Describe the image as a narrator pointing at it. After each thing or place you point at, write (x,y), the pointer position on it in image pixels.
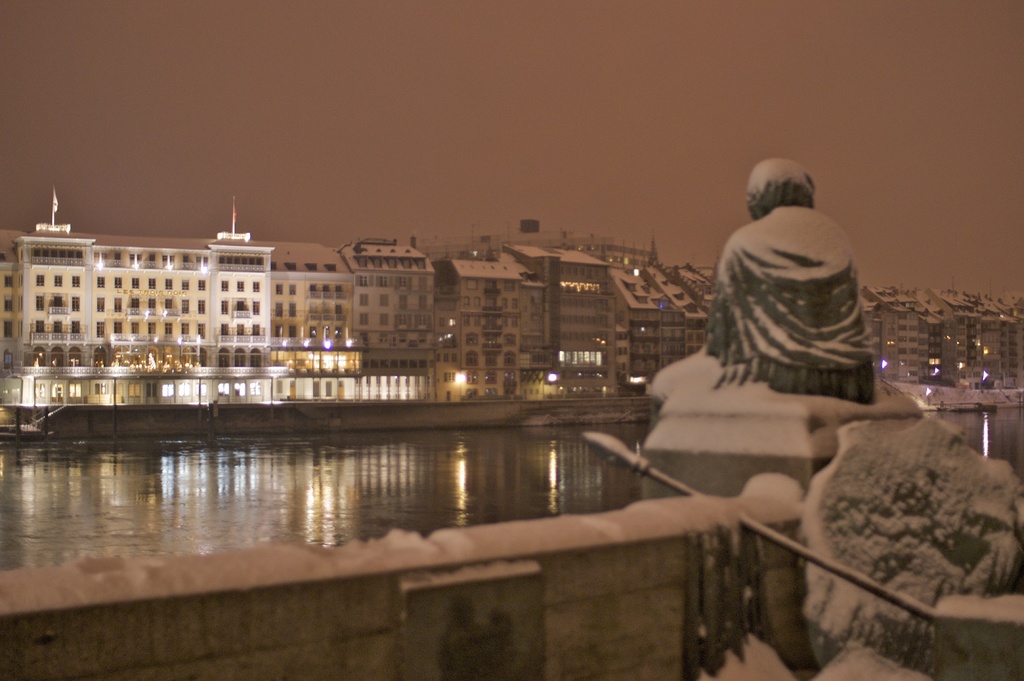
In this image we can see sculpture (792,327), pole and objects (692,639) on a platform (650,670). In the background (382,478) we can see water (302,469), buildings (245,318), windows (240,282), poles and sky (278,220).
